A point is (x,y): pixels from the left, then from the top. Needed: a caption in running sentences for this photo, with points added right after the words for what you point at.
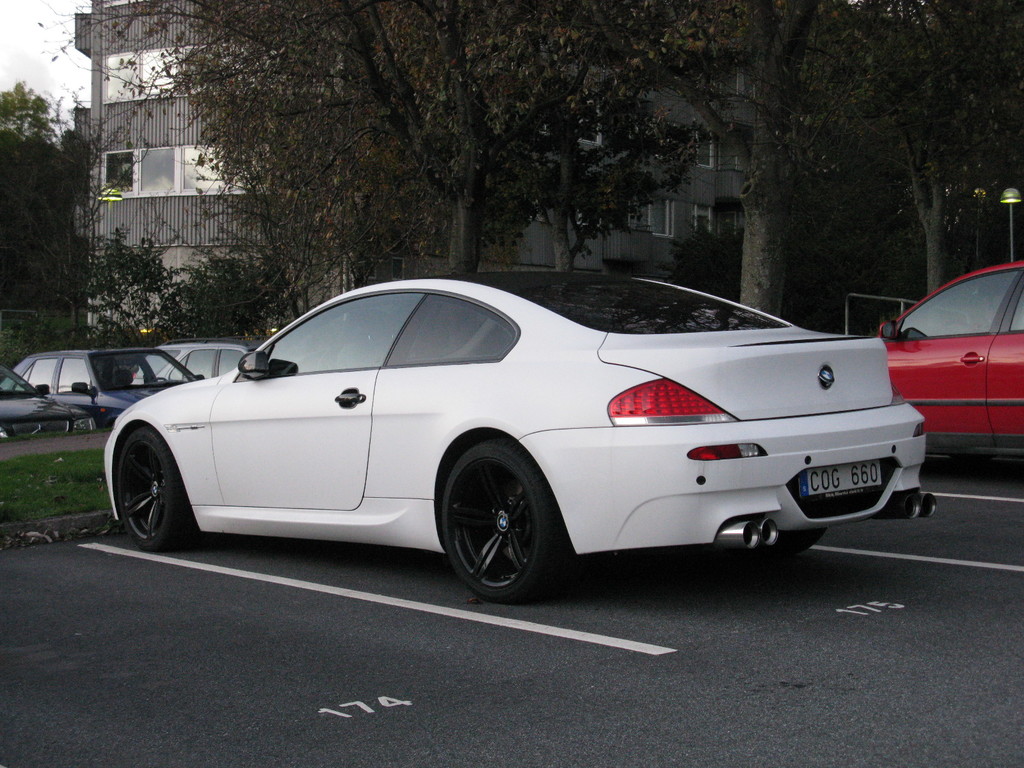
In this picture we can see some vehicles (318,387) parked on the road (366,604). Behind the vehicles (456,407) there are trees (305,225), a building (120,171) and the sky (32,43). On the right side of the vehicles (951,289) there is a pole (1011,210) with a light (1005,191).
